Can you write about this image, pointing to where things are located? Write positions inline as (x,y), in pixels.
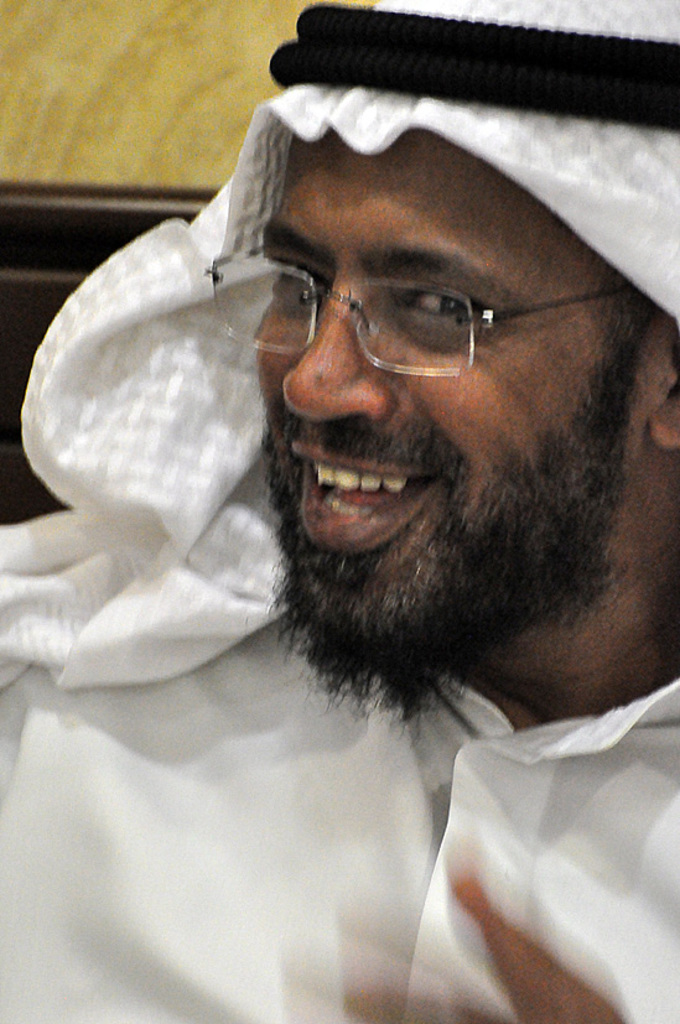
In the center of the image (312,677) we can see a person (321,767) is smiling and he is wearing glasses (405,301) and he is in a different costume (219,524). In the background (65,272), we can see it is blurred.
